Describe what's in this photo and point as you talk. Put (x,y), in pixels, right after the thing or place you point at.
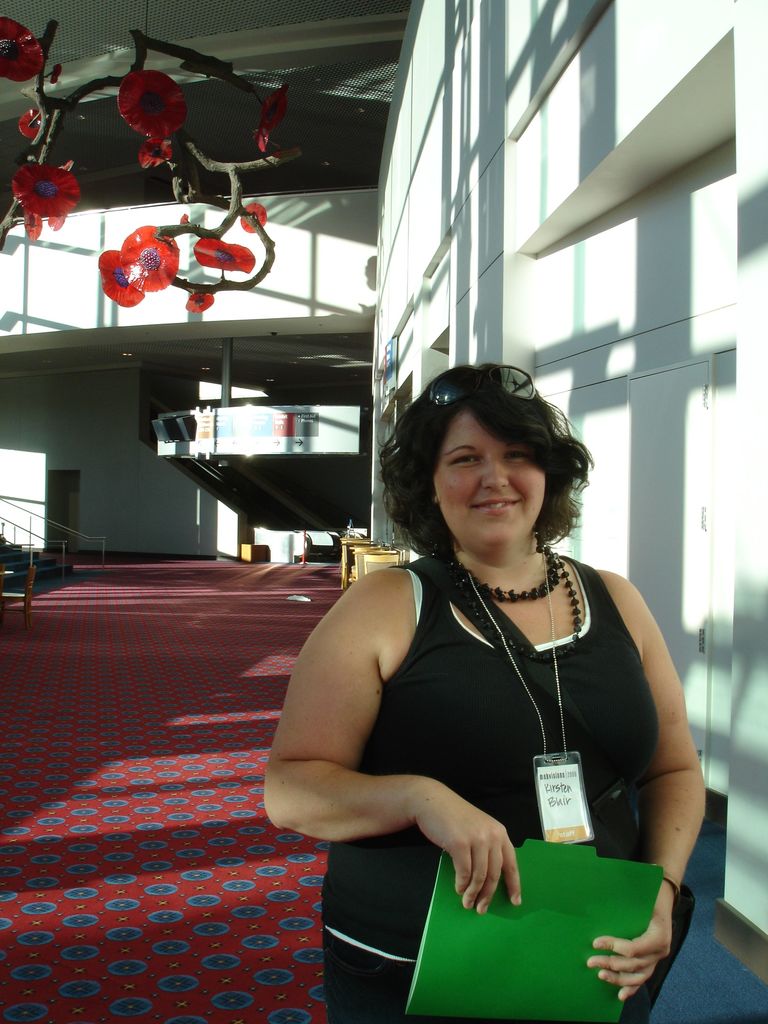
In this image, I can see a woman (645,809) standing and holding a file (585,906). On the right side of the image (619,325), I can see a wall (609,319). At the top left side of the image (232,263), I can see a decorative item (147,133) hanging to a ceiling (161,183). On the left side of the image (30,558), there are stairs (22,545). At the bottom of the image (154,857), I can see a carpet (210,754) on the floor (210,709). In the background (380,566), there are few objects (325,531).
